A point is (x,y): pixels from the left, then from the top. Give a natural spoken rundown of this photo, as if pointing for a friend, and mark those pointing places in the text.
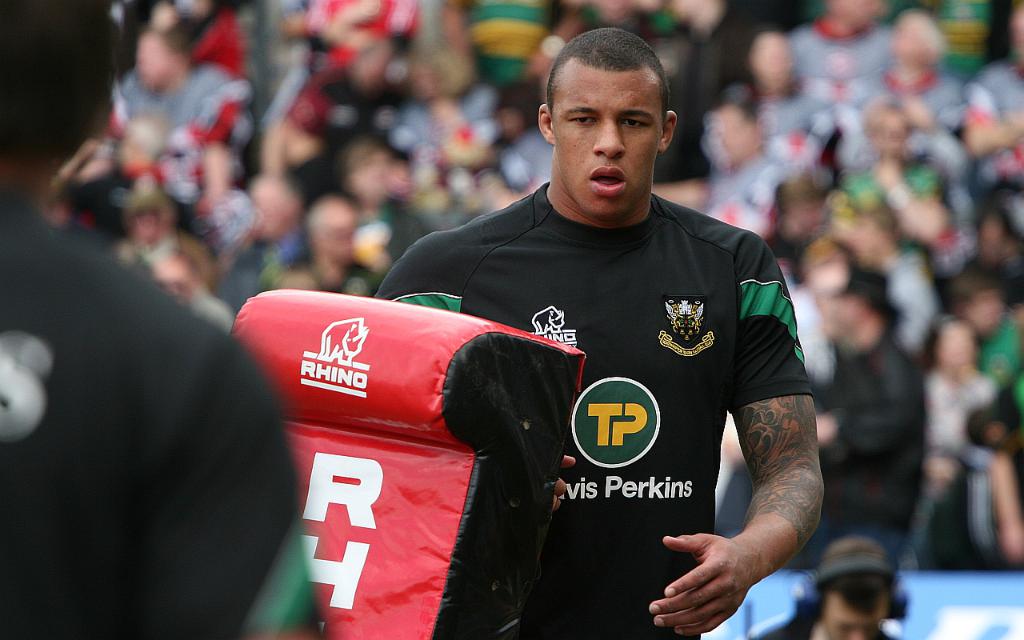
In this image we can see many people (338,106) in the stadium (819,190). There are two players (697,325) in the image. A person (732,326) is holding a red object (514,370).
